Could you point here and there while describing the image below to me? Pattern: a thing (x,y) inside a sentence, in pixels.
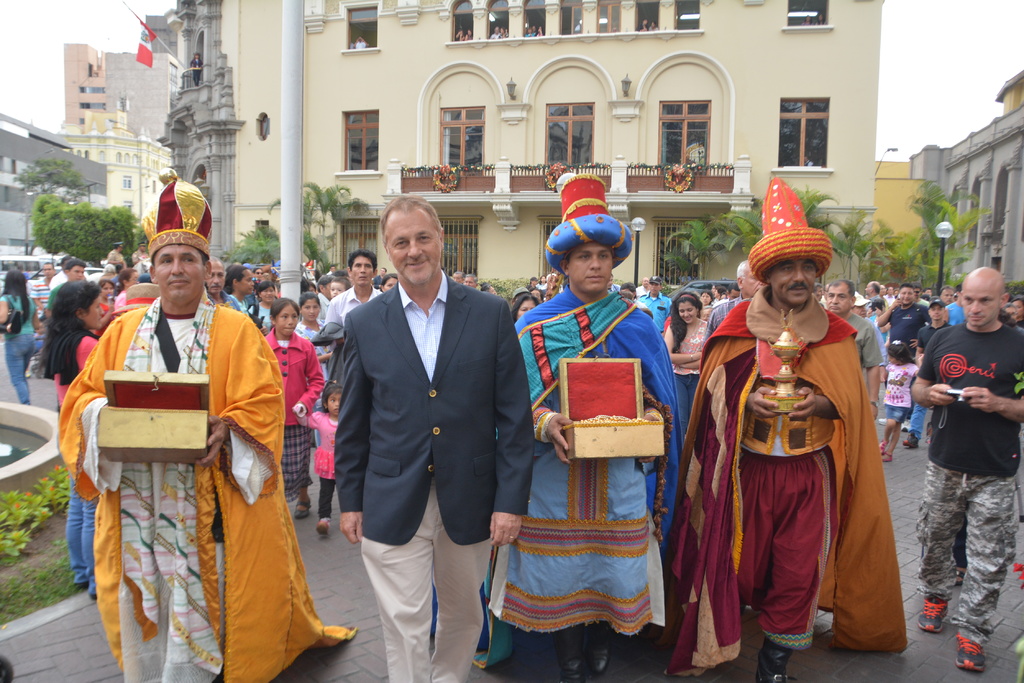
In this image we can see many persons (494,310) walking on the road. In the background (341,169) we can see pillar (301,189), buildings (341,169), flag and sky (55,34).
